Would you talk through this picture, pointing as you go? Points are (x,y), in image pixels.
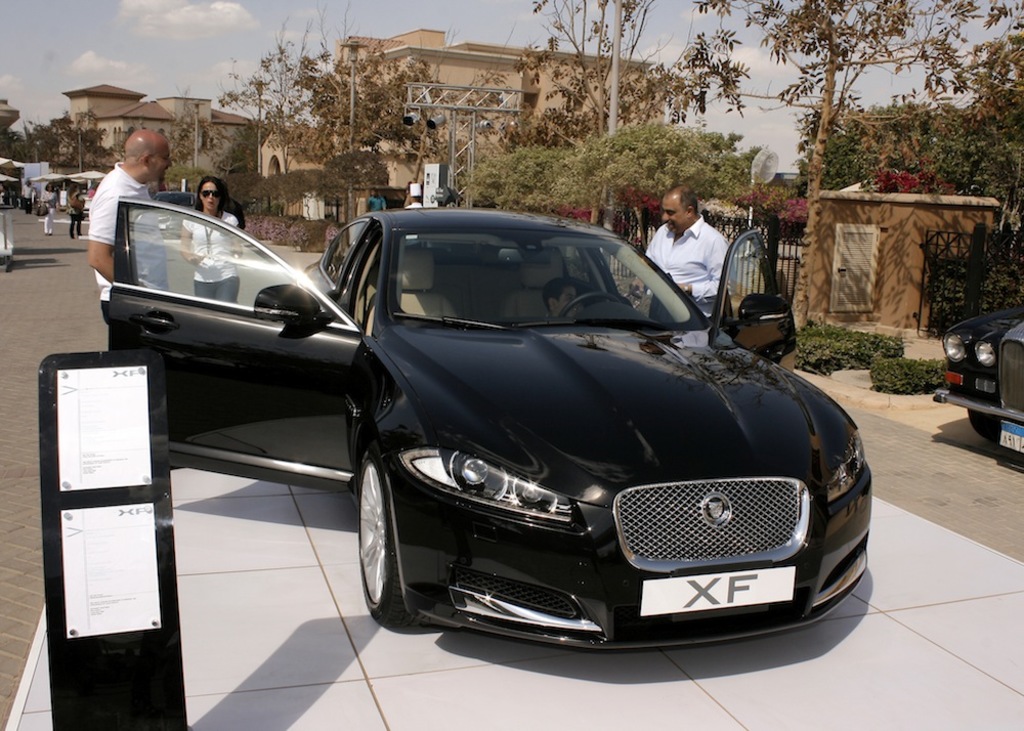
In this image we can see cars (376,317), few people (674,252) standing near the car (592,301) and a person (556,307) sitting in the car (510,326), a board (175,579) with posters (102,432) near the car (516,312), there are few buildings (157,123), trees (375,110), plants (874,345) and lights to the iron rod (416,102) and the sky (203,44) with clouds (201,17).
